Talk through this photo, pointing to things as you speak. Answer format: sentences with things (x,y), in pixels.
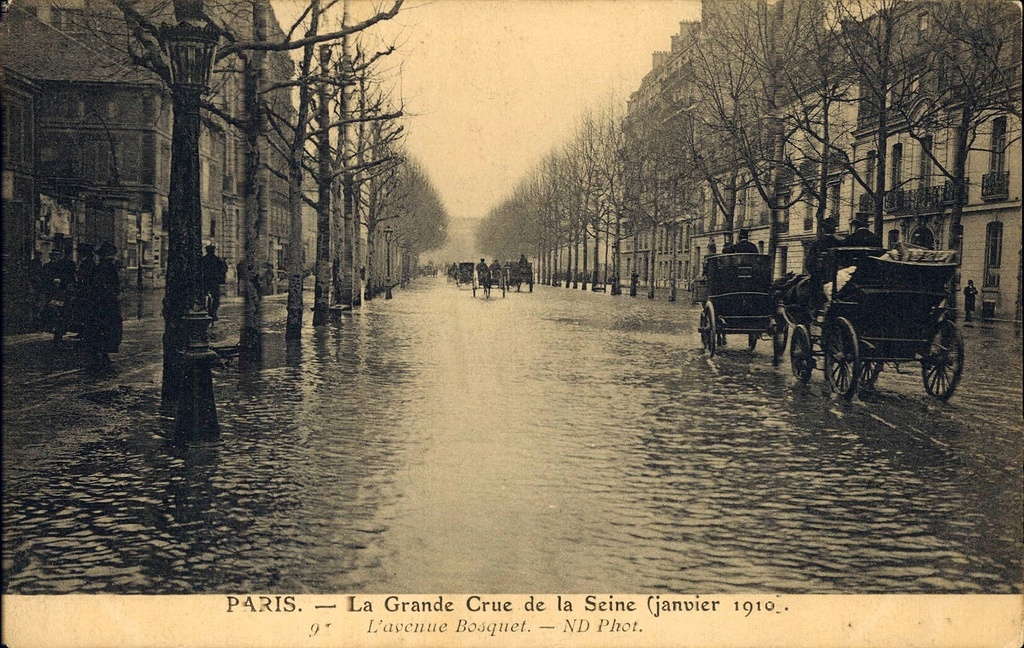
This is a black and white image. At the bottom (586,519), I can see the water (485,485) on the road (553,359). On the right side (721,286) there are few carts (854,330). On both sides of the road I can see the trees (638,201) and buildings (223,170). On the left side (89,328) few people (89,324) are standing on the footpath (121,353). At the top (505,58), I can see the sky (502,37). At the bottom of this image (264,612) there is some text (423,613).
